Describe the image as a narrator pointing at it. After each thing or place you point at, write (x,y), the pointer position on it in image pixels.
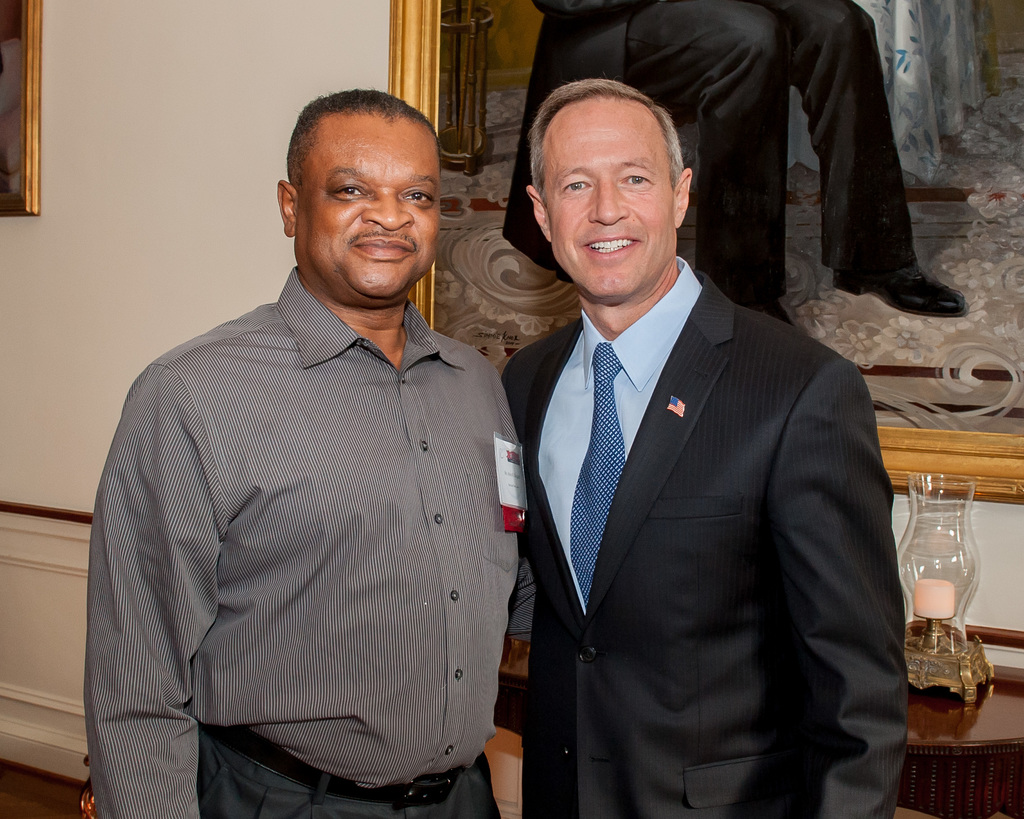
In this image, we can see two persons (692,490) wearing clothes (292,501). There is a photo frame (513,153) on the wall (110,308). There is a lamp (902,572) on the bottom right of the image (934,616).
